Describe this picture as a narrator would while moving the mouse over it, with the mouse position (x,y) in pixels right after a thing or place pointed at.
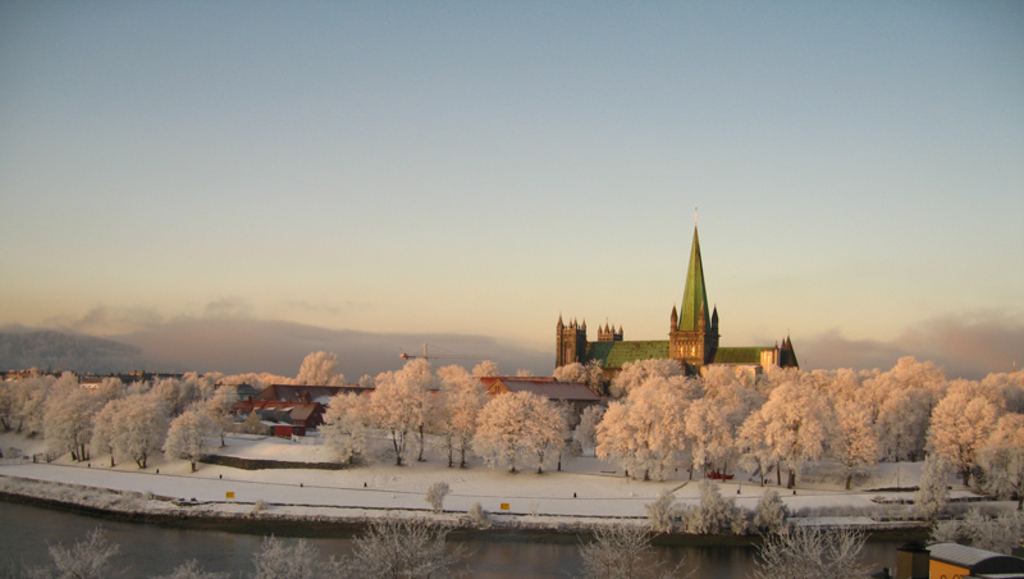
In this picture I can see water (332,543), snow (258,473), trees (483,414), houses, hills (514,354), and in the background (838,190) there is sky (609,111).
